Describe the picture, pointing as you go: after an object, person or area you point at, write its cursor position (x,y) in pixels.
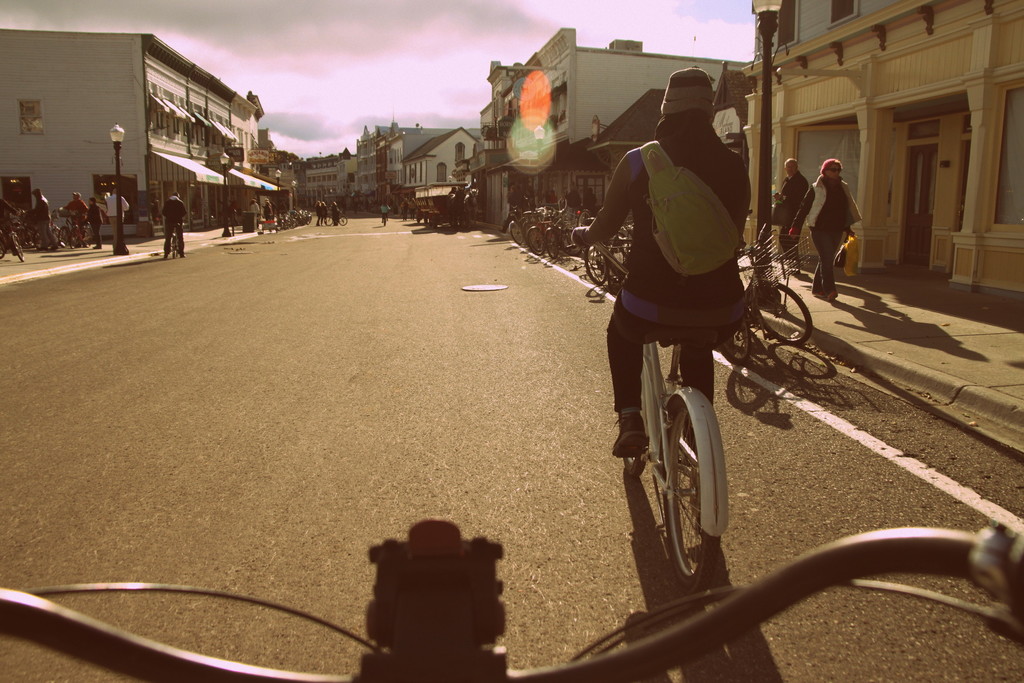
In the middle of the road (428,340) we can see persons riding the bicycle (631,463) and some bicycles (533,225) parked on the road (589,446). On the left (118,232) and right sides of the image we can see persons (176,212) standing on the ground (843,290), street lights (119,162), street lamp (117,218) and sky (252,85) with clouds (305,85).
